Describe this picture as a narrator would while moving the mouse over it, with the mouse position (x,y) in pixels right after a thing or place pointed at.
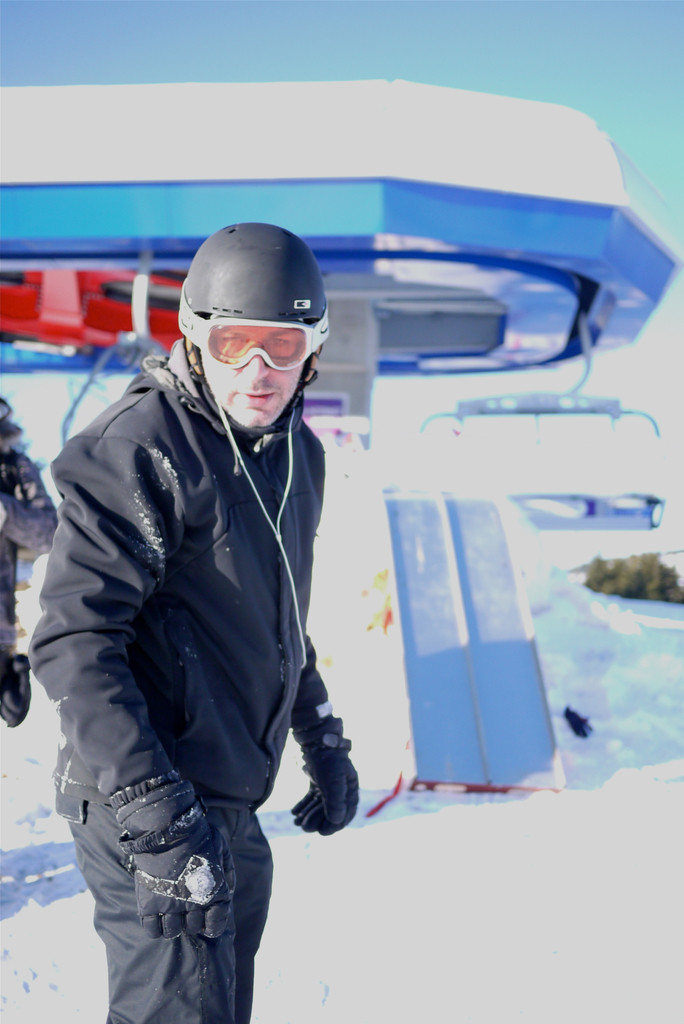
The man (203,683) in black jacket (158,733) who is wearing a helmet (241,287) and gloves (186,879) is standing. At the bottom of the picture (296,914), we see ice (384,948). Behind him, we see something in white, blue and red color. On the right side (595,584), we see shrubs (623,575). At the top of the picture (424,45), we see the sky (495,60).
